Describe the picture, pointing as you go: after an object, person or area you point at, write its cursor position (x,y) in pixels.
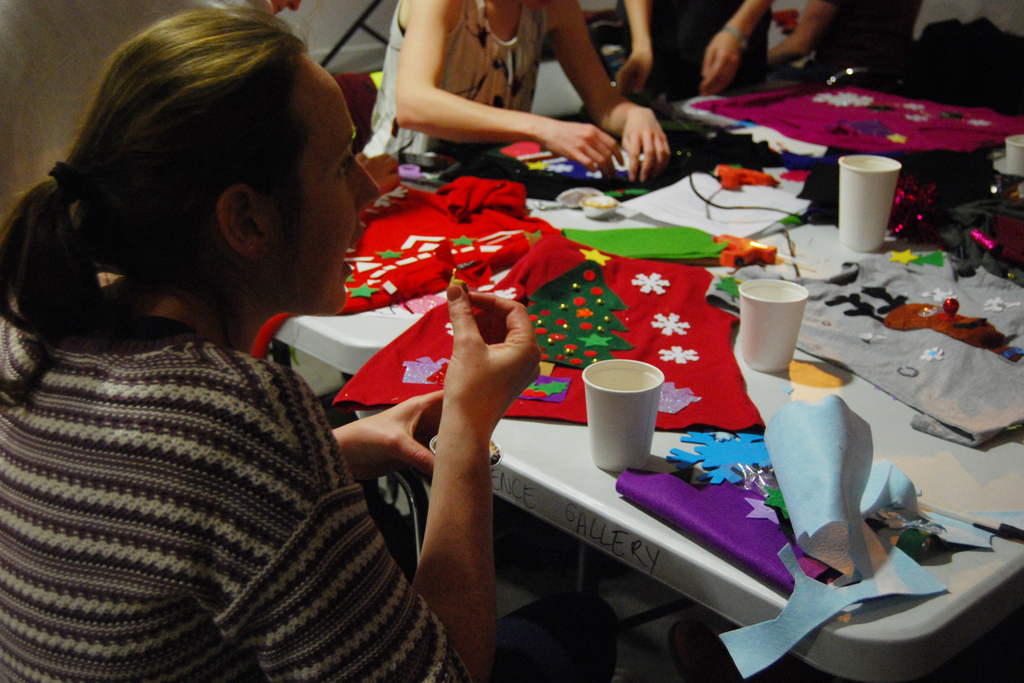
In this picture we can see some people (639,84) sitting on chair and in front of them there is table (827,104) and on table (549,214) we can see clothes (584,286), glasses (805,292) and stitching materials (776,181).
